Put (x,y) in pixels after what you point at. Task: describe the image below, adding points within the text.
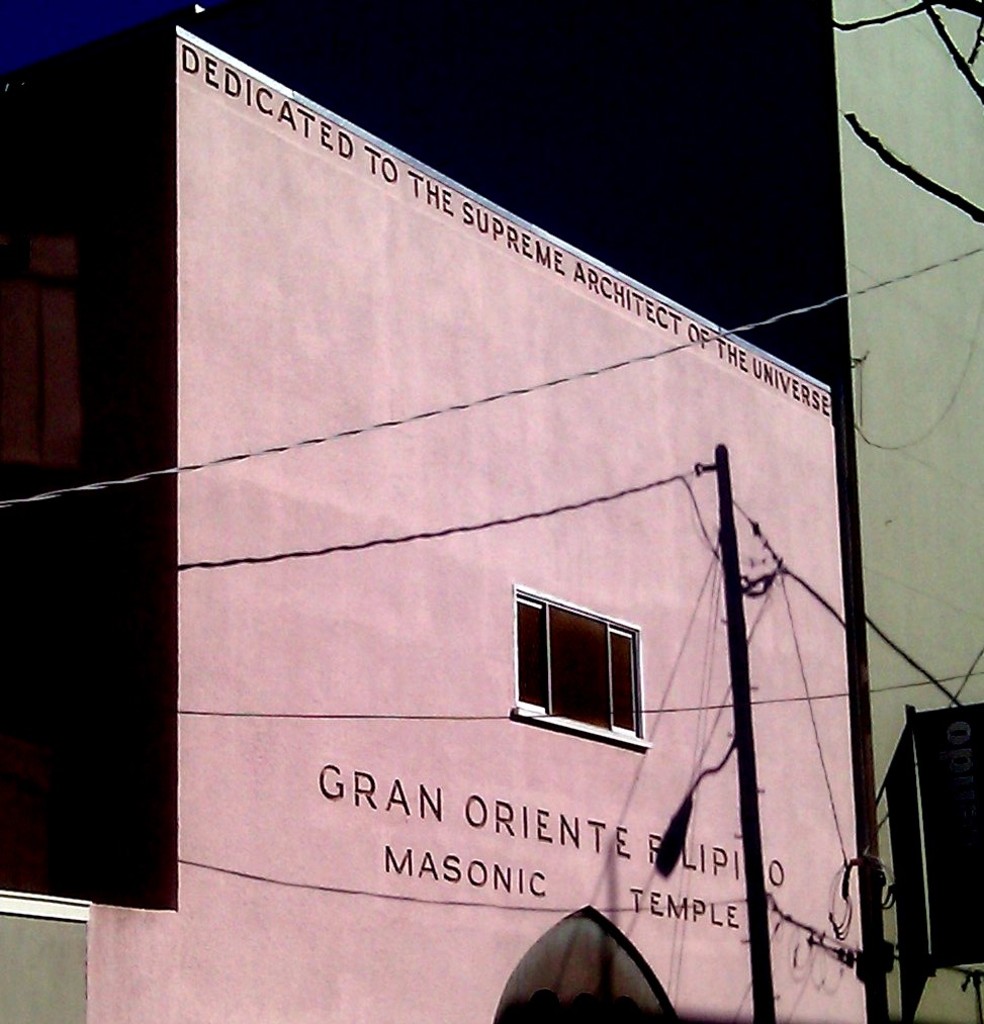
In the picture I can see a building (620,786) which has a window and something written on it. I can also see a pole (736,612), wires (687,710) and some other things (948,333). This is a real image.
